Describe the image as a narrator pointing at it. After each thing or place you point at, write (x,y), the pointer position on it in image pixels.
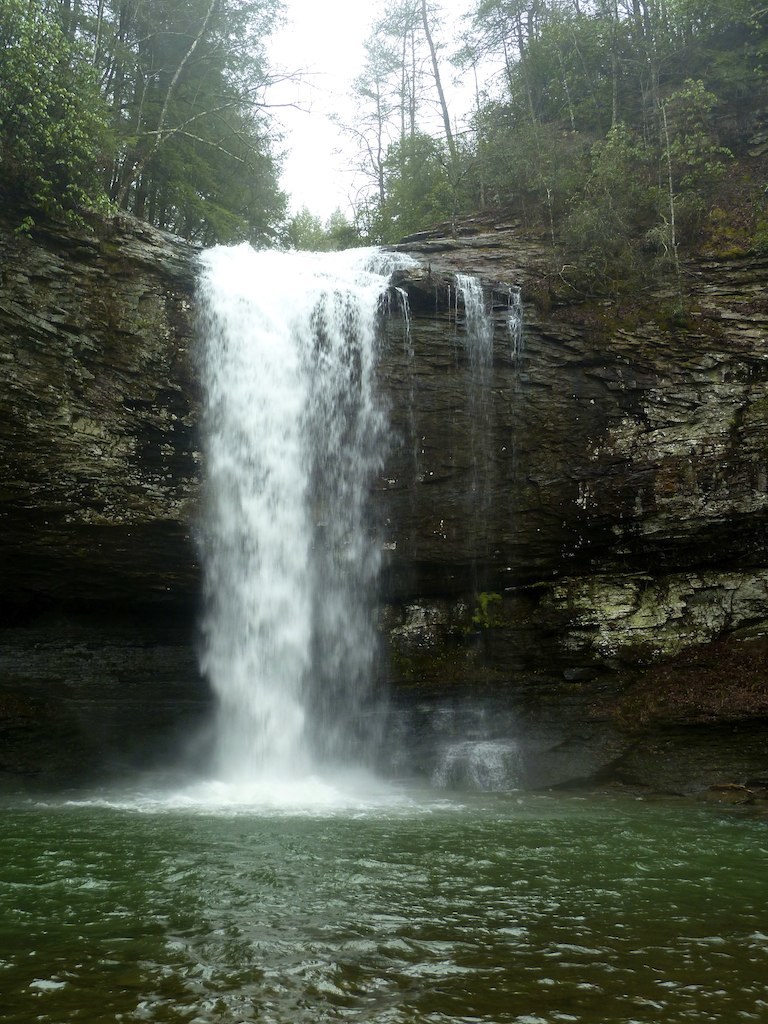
In this picture we can see a waterfall (329,747) and behind the waterfall (311,631) there are trees (127,125) and a sky (326,45).
